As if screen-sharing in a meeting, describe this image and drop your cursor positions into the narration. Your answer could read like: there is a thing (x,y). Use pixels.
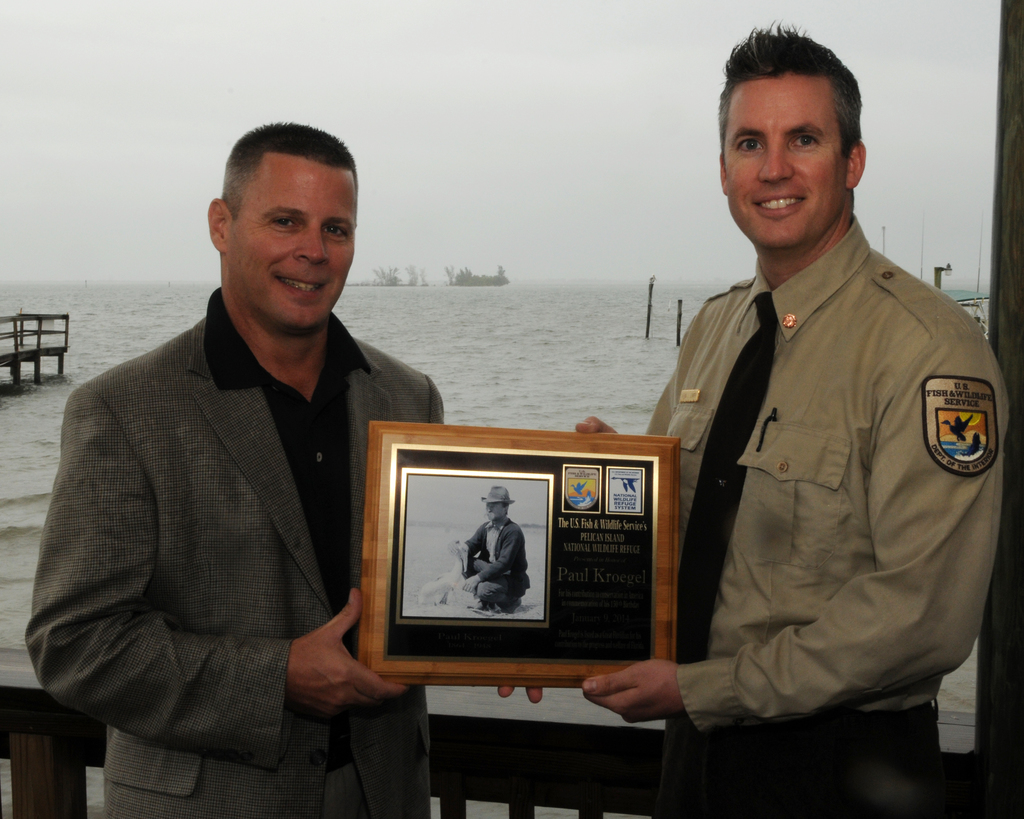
In the center of the image (666,417) we can see two people (381,700) standing and holding a photo frame (406,461) in their hands (504,686). In the background (483,748) there is a fence (71,747), water (583,337) and sky (394,119).
